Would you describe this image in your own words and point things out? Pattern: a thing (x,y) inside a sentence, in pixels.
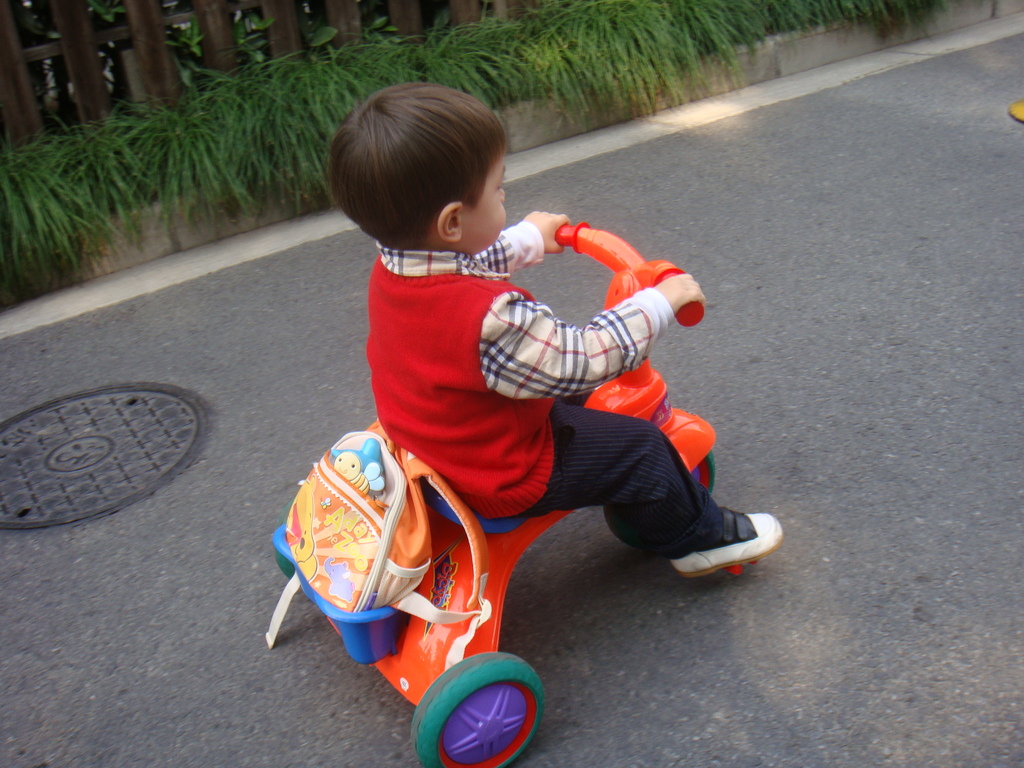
In this image we can see a boy (547,448) on a toy vehicle (439,530). We can also see the lid (160,426) of a manhole (160,426) on the road (255,366), some plants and a fence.
